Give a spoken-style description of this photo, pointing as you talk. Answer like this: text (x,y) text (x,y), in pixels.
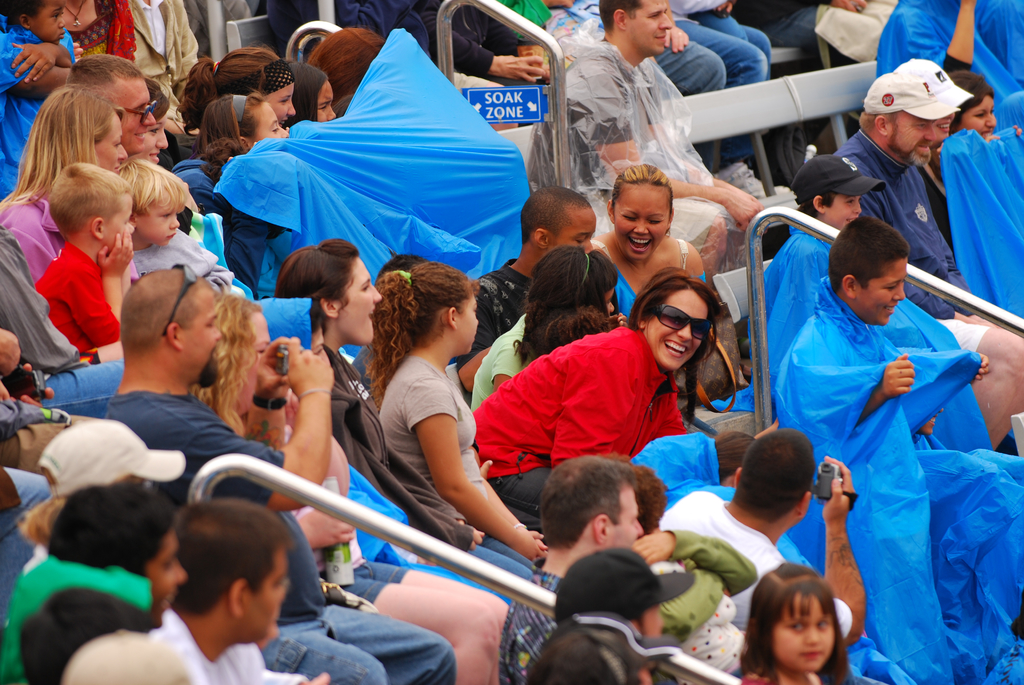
In this image I can see the group of people (539,452) are sitting on the chairs (1015,430) and few people (323,359) are holding cameras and the blue color plastic covers (454,205).
